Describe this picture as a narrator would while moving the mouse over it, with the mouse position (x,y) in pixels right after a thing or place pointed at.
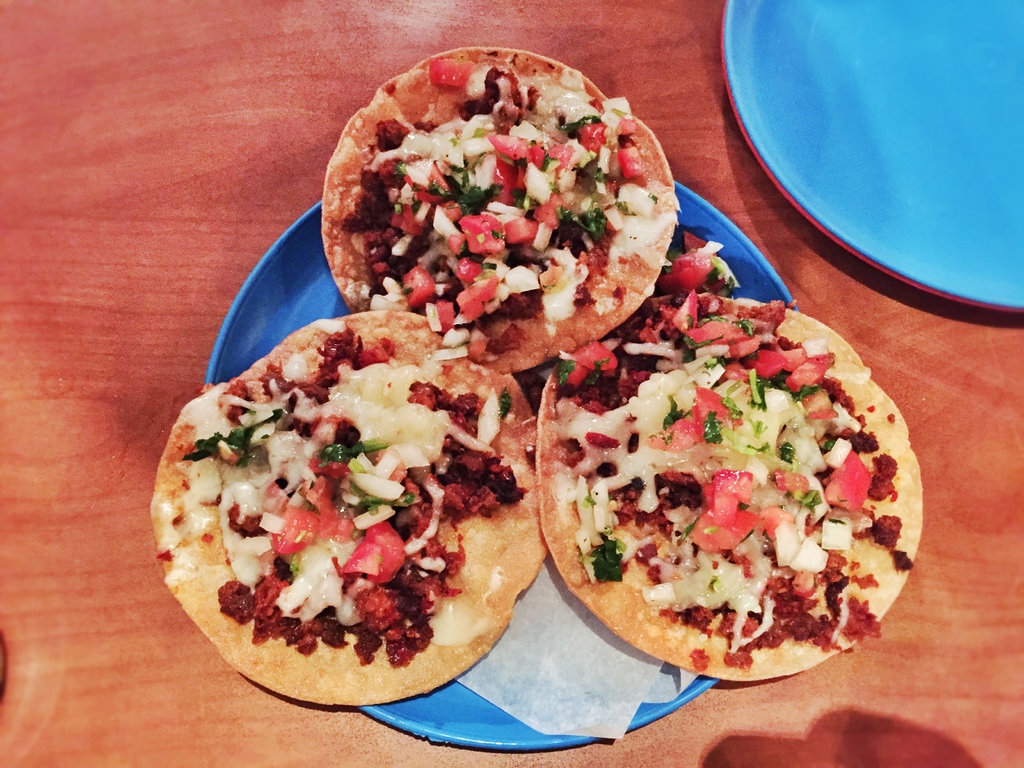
In this picture there are few eatables (536,497) placed in a blue color plate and there are two other plates (891,150) placed in the right top corner (900,119).
